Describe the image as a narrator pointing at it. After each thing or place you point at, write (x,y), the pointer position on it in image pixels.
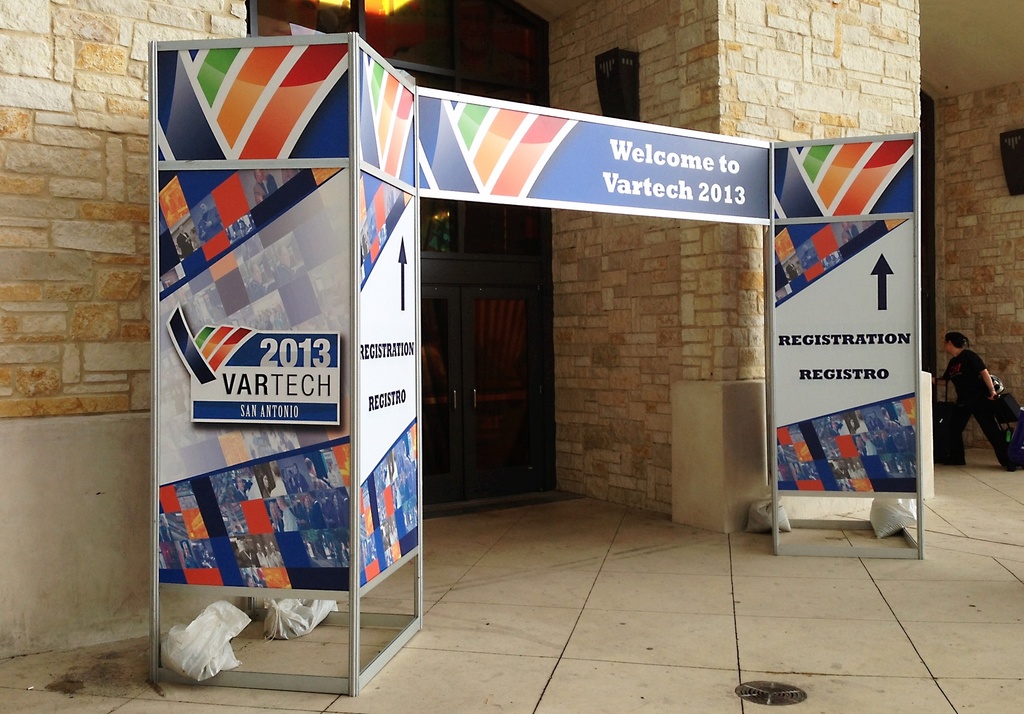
There is a hoarding stand (835,233) on the floor (982,630). In the background (1009,317) there is a wall (657,46) and glass doors (536,308). On the right (1007,456) there is a man (985,415) carrying bags (1015,410) and walking on the floor (1015,510). On the left (203,638) there are two bags (210,649) at the bottom (191,646).
